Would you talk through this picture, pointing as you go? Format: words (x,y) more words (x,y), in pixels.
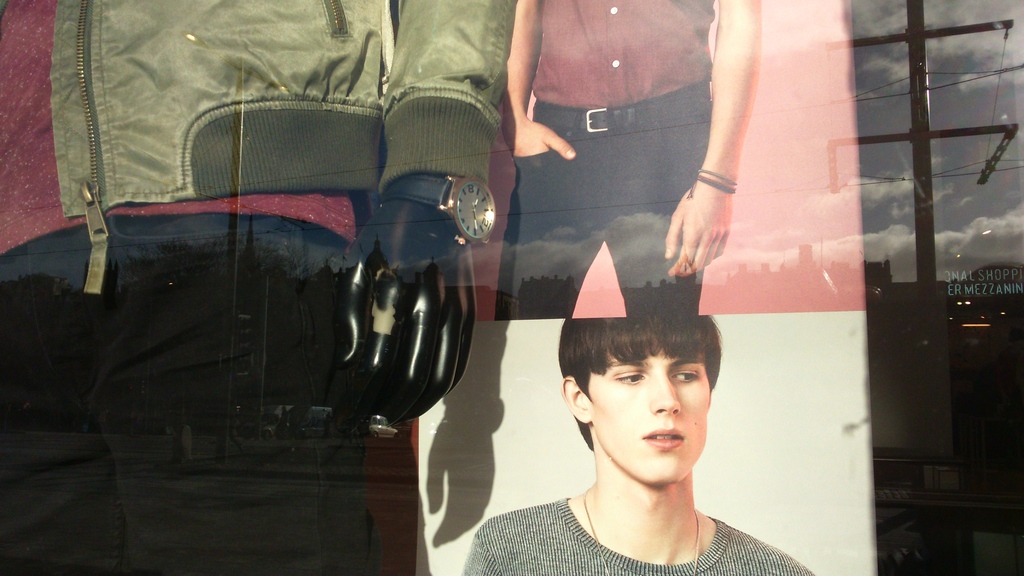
There is glass wall (636,187). On the left side (144,238) we can see a mannequin (259,207) with dress (256,173) and a watch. Also there are images (591,387) of two persons (582,435). On the right side (952,133) there is an electric pole (915,179). In the background (891,182) there is sky (945,193) with clouds (980,254).
